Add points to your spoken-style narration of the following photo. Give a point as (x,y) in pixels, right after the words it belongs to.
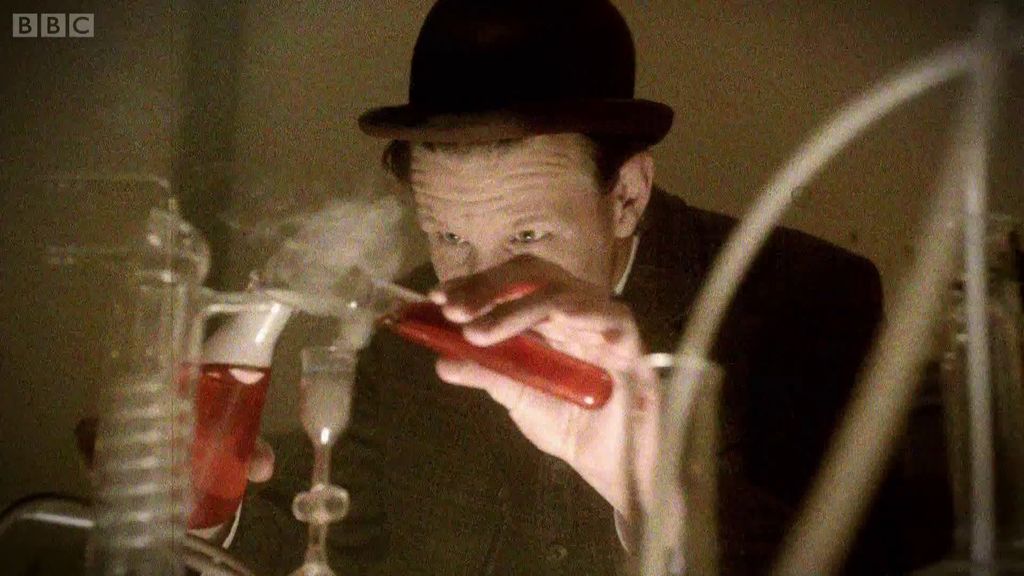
In this image I can see a person (595,420) holding a glass test tube (521,346). He is wearing black coat (740,317) and cap (478,60). In front (721,289) I can see a jar (235,463) and chemical apparatus (170,504).
